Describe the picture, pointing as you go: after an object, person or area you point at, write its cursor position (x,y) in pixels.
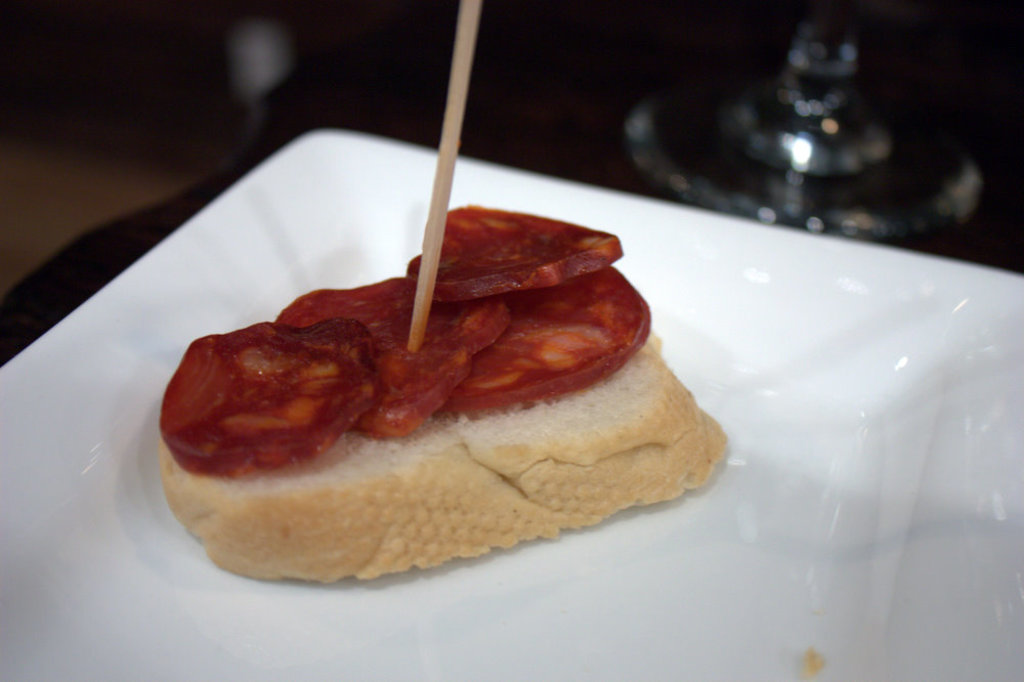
In this image there is a sandwich (515,253) with a toothpick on the plate (970,637), and there is blur background (82,61).
